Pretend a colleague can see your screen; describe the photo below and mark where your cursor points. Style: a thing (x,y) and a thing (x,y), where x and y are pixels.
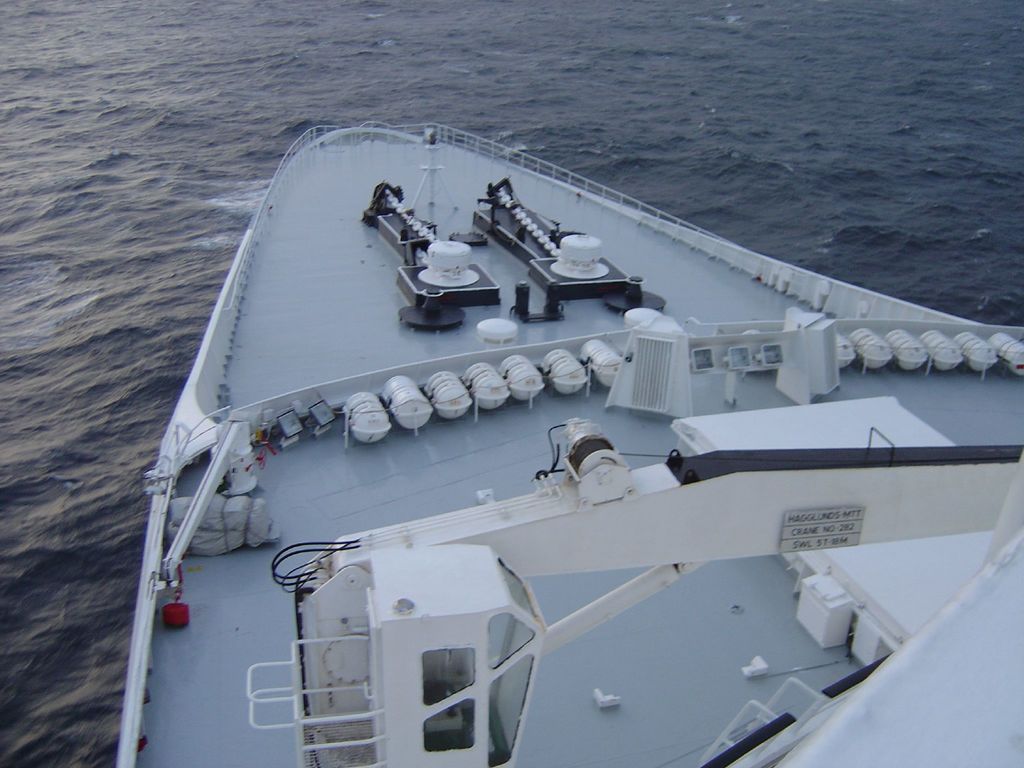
In the foreground of this image (321,341), there is a truncated ship (633,310). On the top (391,28), there is the water (248,47).
